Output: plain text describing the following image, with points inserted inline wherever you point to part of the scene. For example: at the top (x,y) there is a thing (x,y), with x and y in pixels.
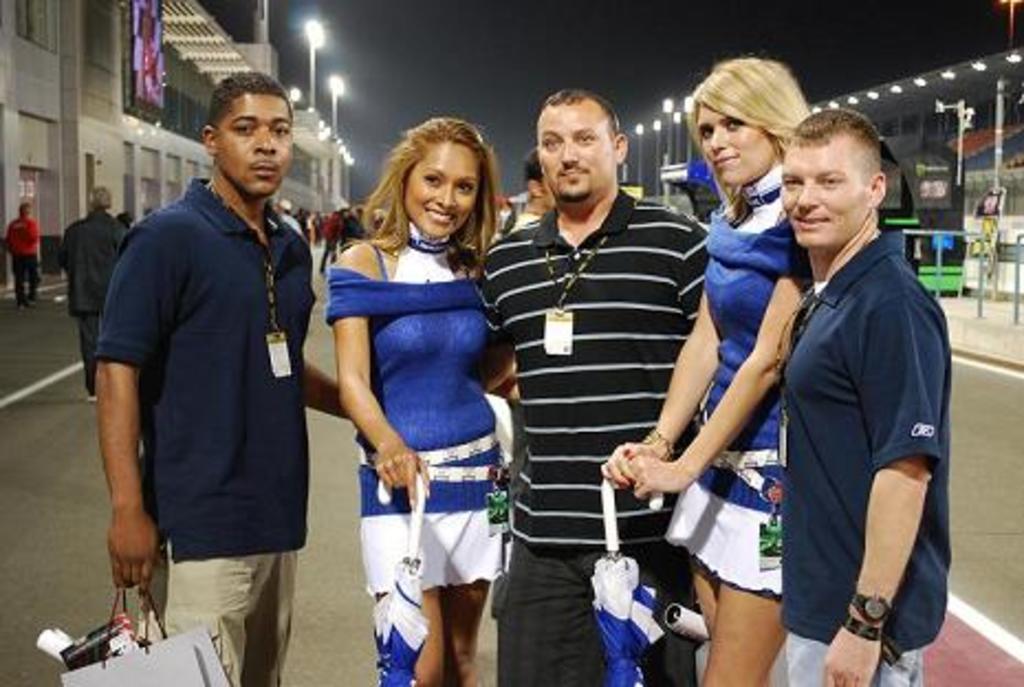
In the picture I can see people (627,328) are standing among them the people (462,472) some are holding some objects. In the background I can see pole lights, the sky (516,89), buildings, poles (1019,248) and some other objects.
